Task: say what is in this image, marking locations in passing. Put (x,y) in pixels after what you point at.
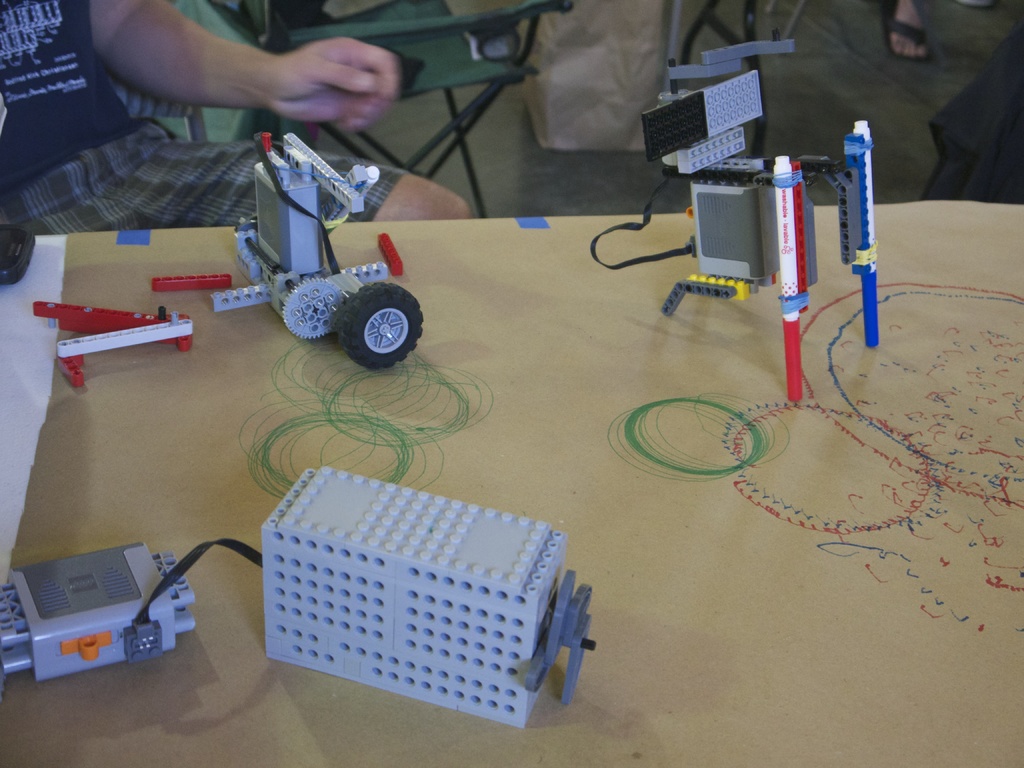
In this image we can see some LEGO robots (390,329) on the paper surface (862,457). And we can see a human hand (306,118).
